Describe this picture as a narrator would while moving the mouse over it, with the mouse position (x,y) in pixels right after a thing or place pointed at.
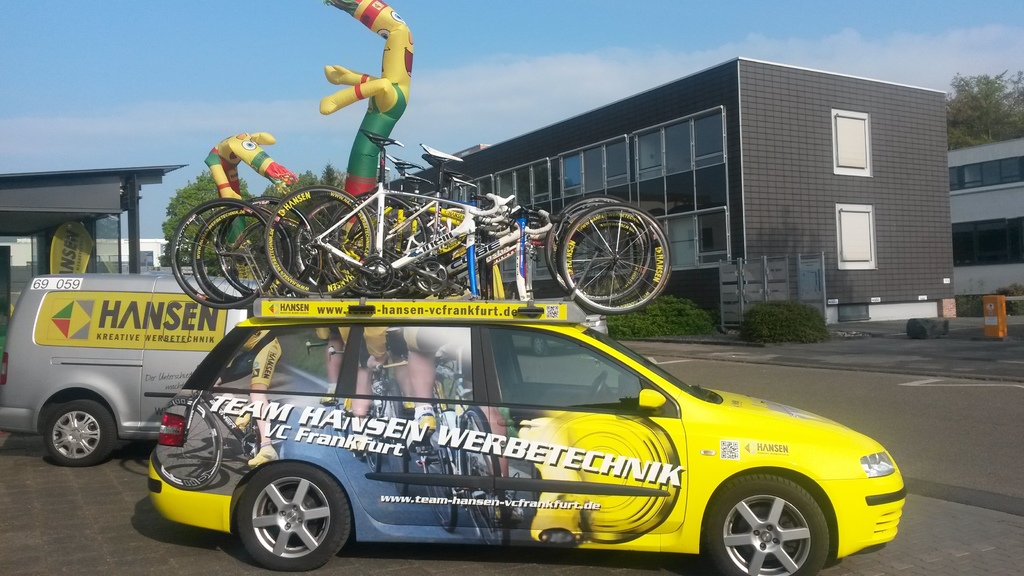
In this picture we can see there are vehicles (334,458) on the road (360,545). There are bicycles (307,253) on top of a car (368,513). Behind the vehicles (188,446), there are buildings (803,196), trees (183,211), plants (660,300) and the sky (287,156). On the right side of the image (753,271), there are some objects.
